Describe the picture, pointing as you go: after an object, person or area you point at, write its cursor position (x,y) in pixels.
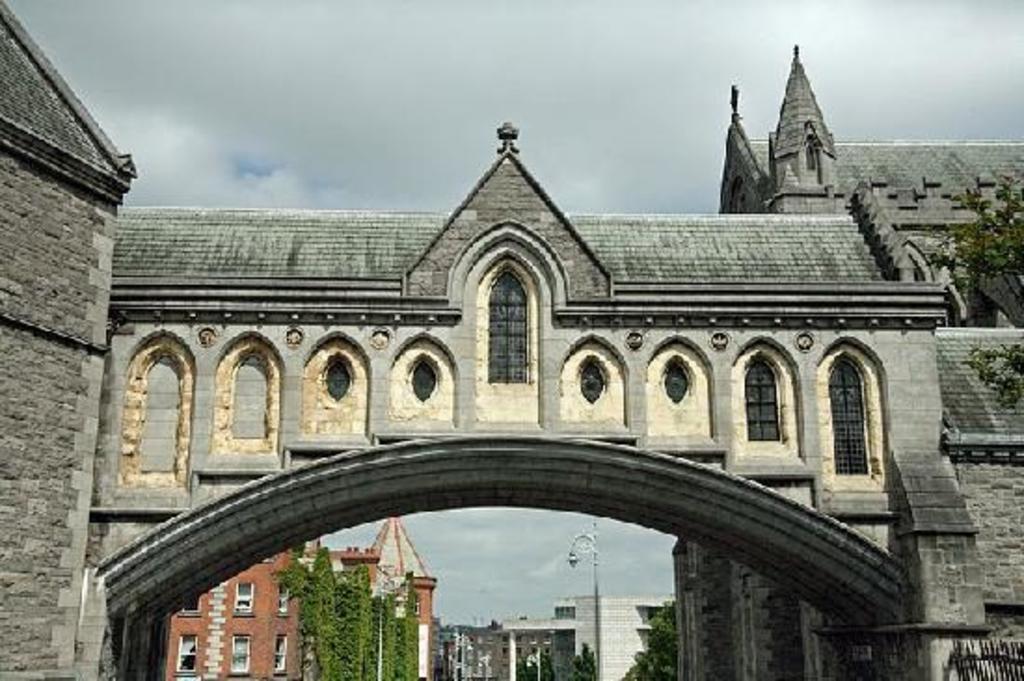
In this image I can see a fort (521,422). At the bottom (359,606) there are trees (362,595) and buildings (239,620), at the top (436,53) it is the cloudy sky (429,74).
